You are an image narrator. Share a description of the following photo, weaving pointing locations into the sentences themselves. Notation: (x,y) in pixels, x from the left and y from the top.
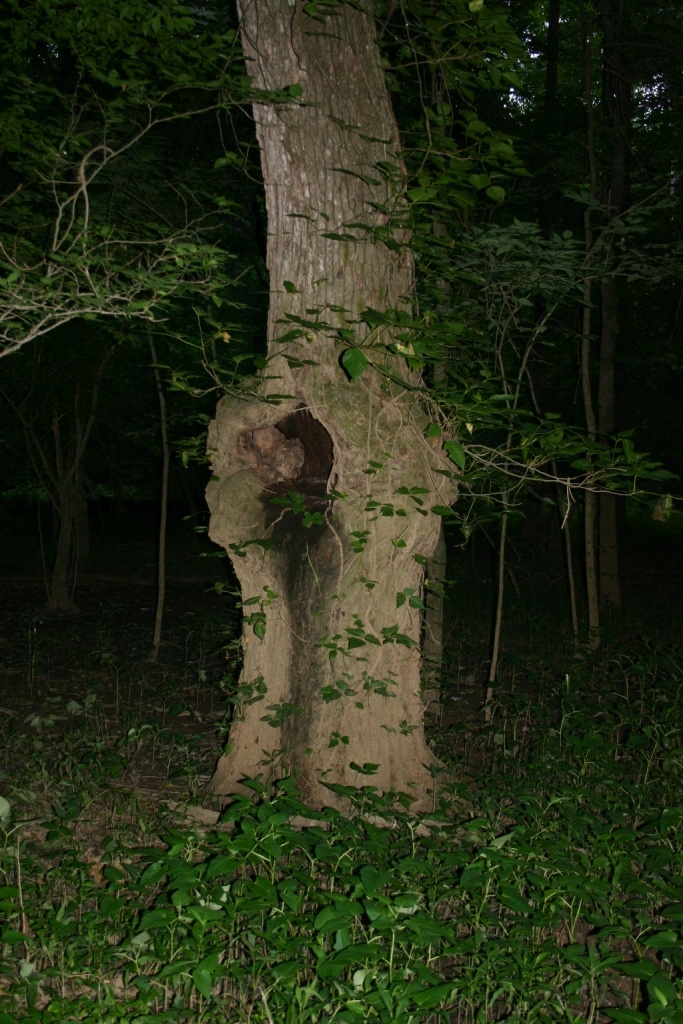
In the picture I can see the trunk (260,412) of a tree (284,259) and it is in the middle of the image (275,433). I can see the plants (279,810) at the bottom of the picture (468,815). In the background (69,536), I can see the trees (24,174).
